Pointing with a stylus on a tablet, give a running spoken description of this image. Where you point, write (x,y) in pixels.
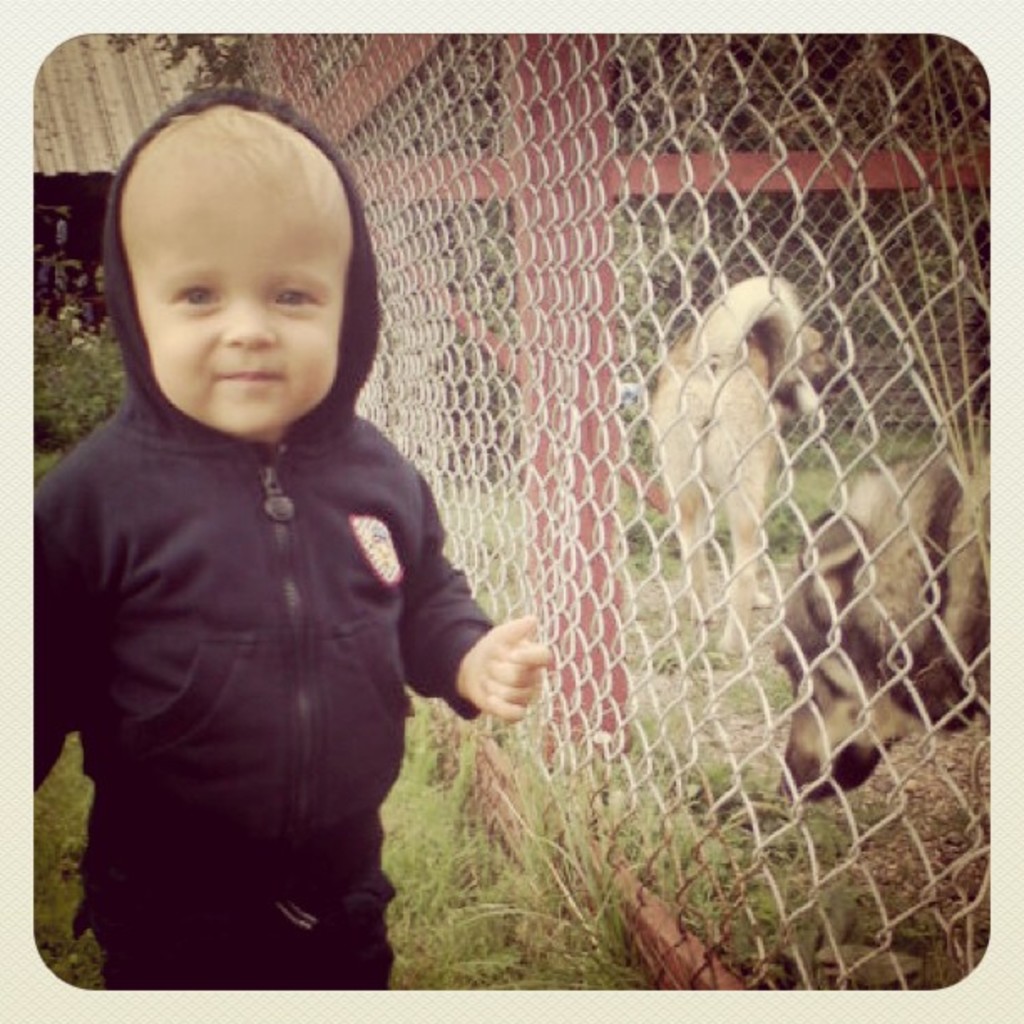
This is an edited image. On the left side (258,509) there is a baby (261,575) wearing a jacket (231,605), standing, smiling and giving pose for the picture. On the right side (797,705) there are two dogs (755,578) behind the net fencing (479,263). In the top left-hand corner (96,88) there is a roof (106,70). In the background (81,421) there are plants (79,382).
